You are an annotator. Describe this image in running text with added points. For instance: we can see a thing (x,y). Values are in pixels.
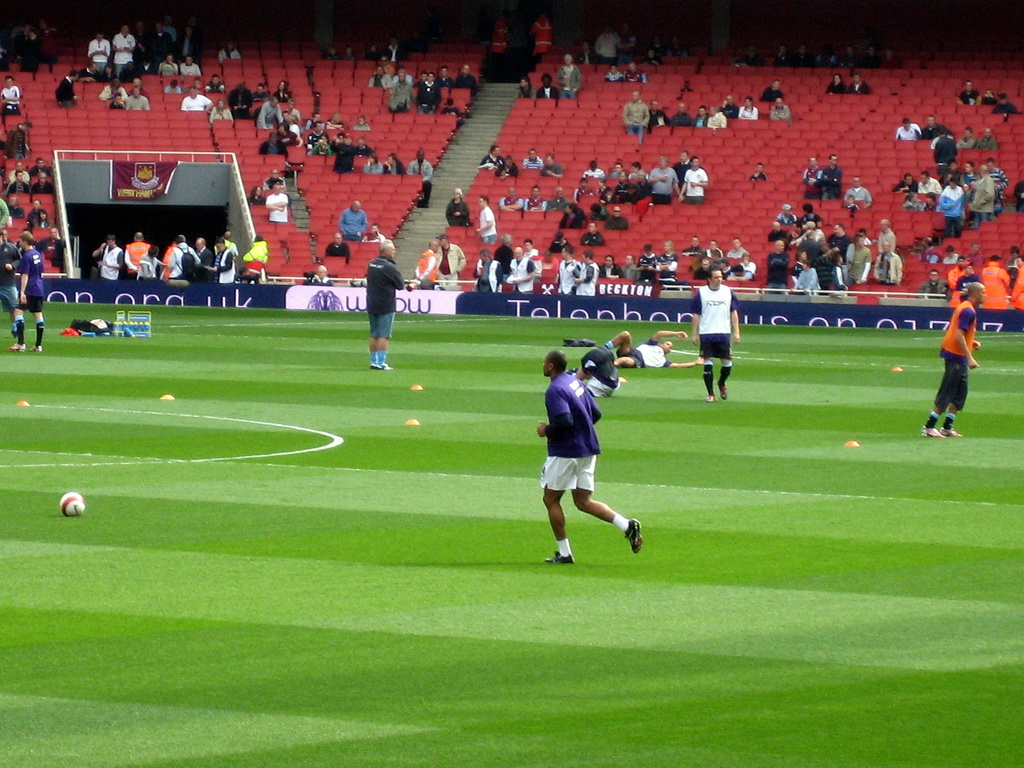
Picture of a stadium (804,532). In this image we can see chairs (228,131), steps (489,139), people (8,107) and hoarding (555,310). On grass (58,558) there is a ball (71,494). Far there are things (126,320) and banner (147,189).
